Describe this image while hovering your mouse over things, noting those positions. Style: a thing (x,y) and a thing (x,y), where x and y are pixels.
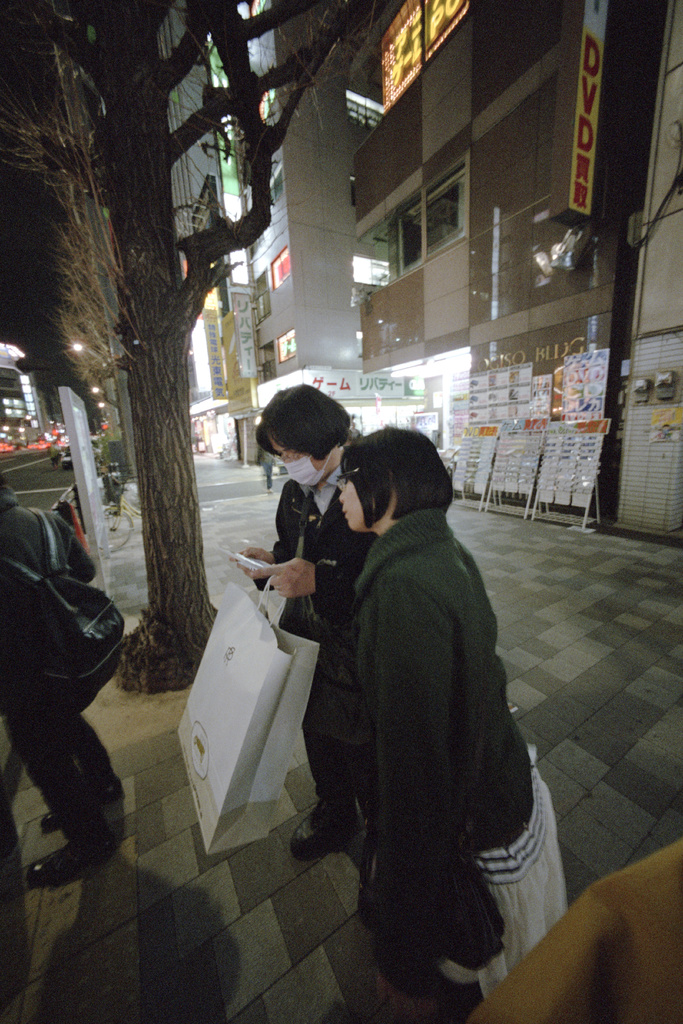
In the center of the image (281,516) we can see a person (328,705) is standing and wearing mask (312,464) and holding a bag (272,608), paper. In the background of the image (680,156) we can see the buildings (358,248), boards (581,144), books (546,410), stands (597,494), wall (477,364), trees (199,125), lights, vehicles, road (51,470), bicycle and some people (441,786) are standing. At the bottom of the image (292,995) we can see the footpath (322,890). In the top left corner (40,195) we can see the sky (4,46).
